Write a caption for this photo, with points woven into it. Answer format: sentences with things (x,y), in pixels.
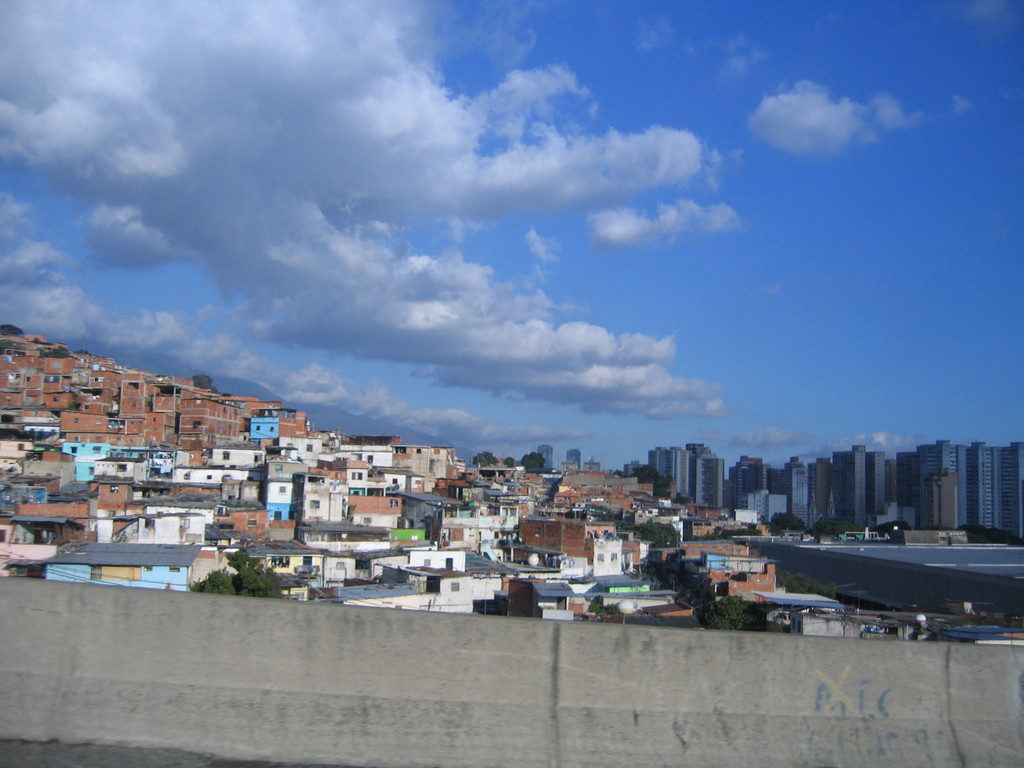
In the picture I can see a fence wall (427,748) and there are few buildings (471,558) and trees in the background (531,499) and the sky (278,138) is a bit cloudy.
